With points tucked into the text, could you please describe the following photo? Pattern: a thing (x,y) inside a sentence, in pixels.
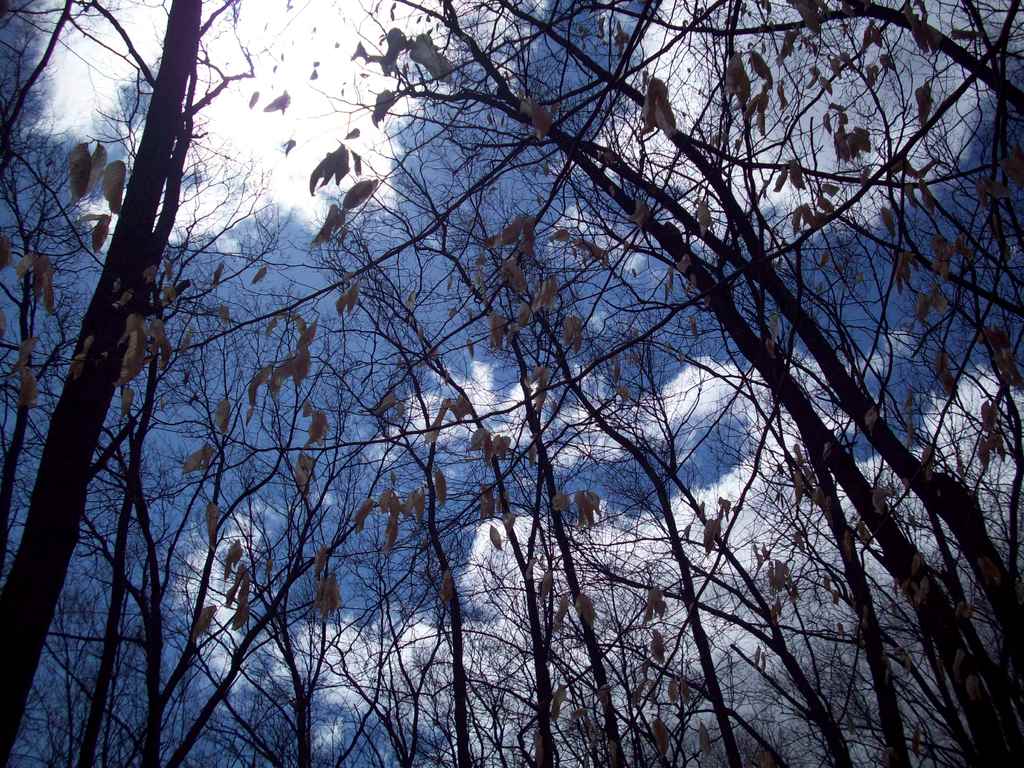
In this image there are group of trees (954,517) and in the background (750,562) there is sky (603,368) and clouds (646,575).
